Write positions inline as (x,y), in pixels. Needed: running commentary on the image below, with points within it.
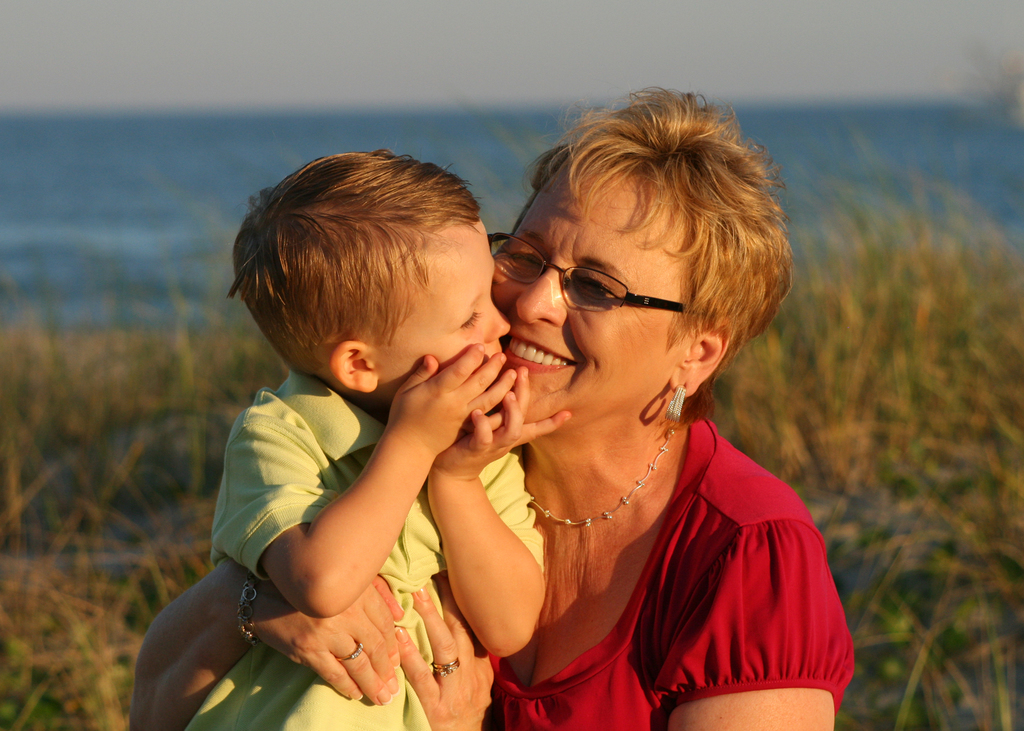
In this image we can see a old lady (800,678) and a kid (382,232). In the background of the image (962,320) there is grass (826,330), water (326,147) and sky (391,91).
